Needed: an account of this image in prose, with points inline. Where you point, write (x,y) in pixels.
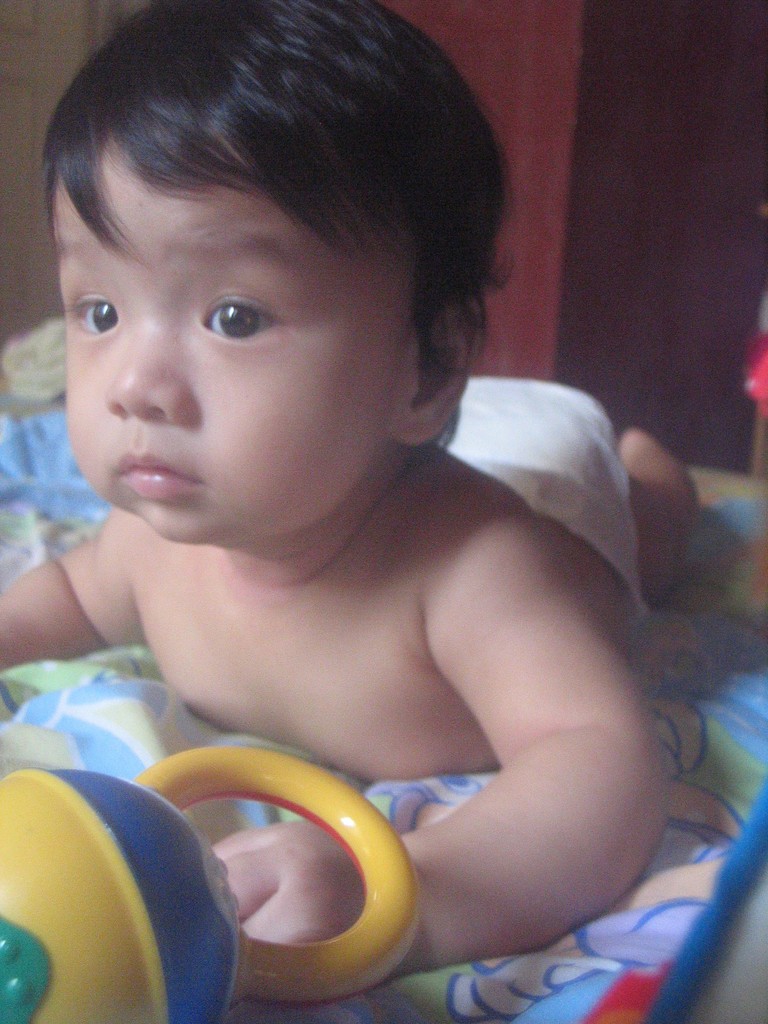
Background (730,24) portion of the picture is blurred. In this picture we can see a kid (655,816) is lying on a blanket (697,605). We can see a toy (110,1020).
